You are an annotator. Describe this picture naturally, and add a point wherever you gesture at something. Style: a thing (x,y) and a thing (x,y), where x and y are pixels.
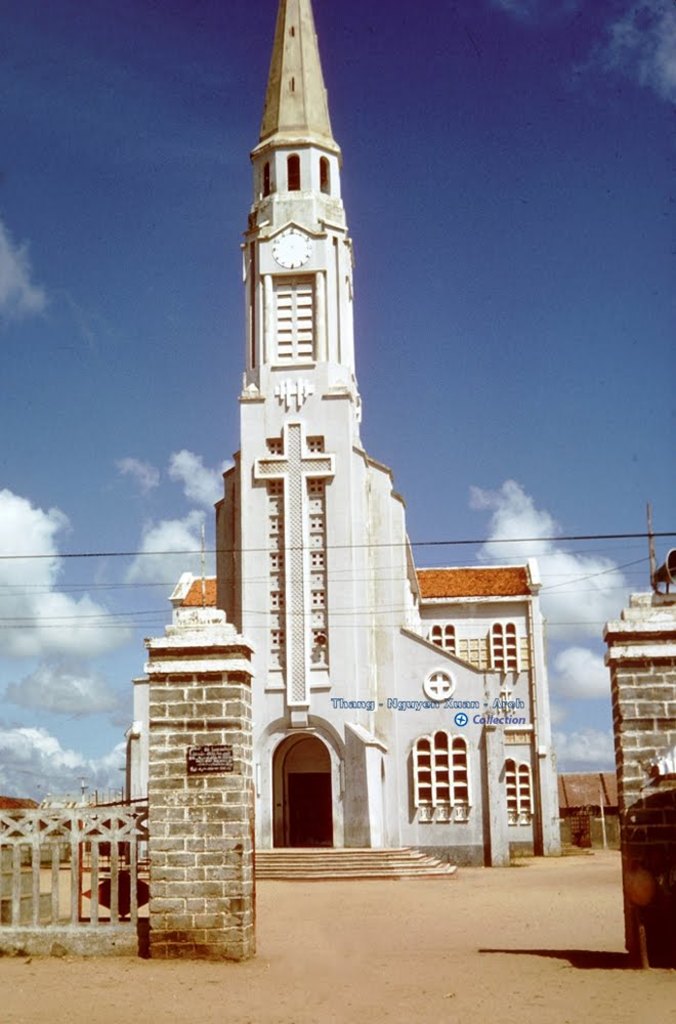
In this image in the center (242,576) there is building (339,677) and it looks like a church (291,702), and on the right side (648,771) and left side (171,639) there is a wall (199,880) and fence (55,850). At the bottom (506,923) there is sand (504,910), and at the top (477,172) there is sky (21,653) and also we could see some wires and pole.
